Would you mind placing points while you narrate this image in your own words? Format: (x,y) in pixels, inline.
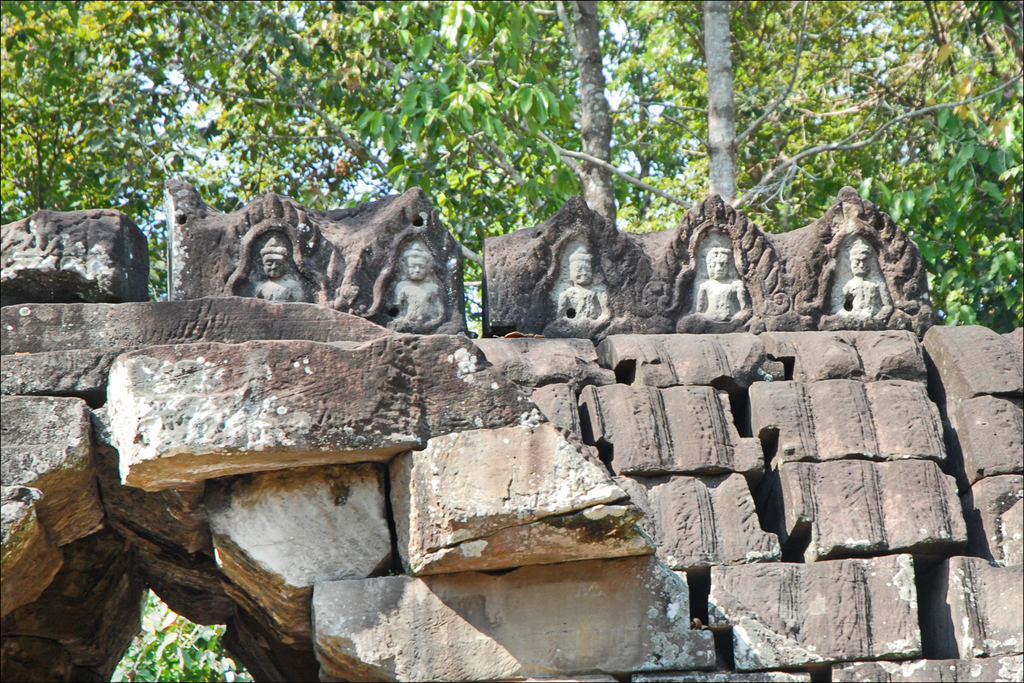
In front of the image there are rocks (433,339). On top of the rocks (964,388) there are statues (584,276). Behind the statues (649,237) there are trees (324,32).
